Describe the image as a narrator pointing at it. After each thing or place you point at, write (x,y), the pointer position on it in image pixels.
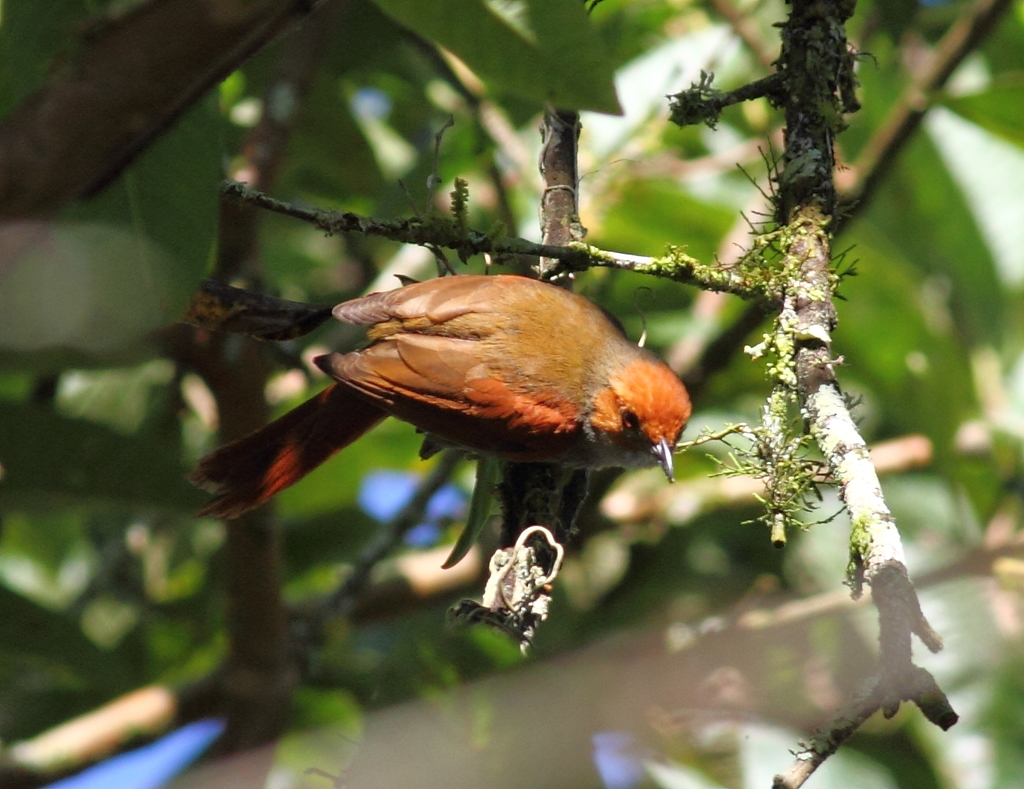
In this image I can see a bird (348,375) on the tree (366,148), the bird (660,436) is in orange and brown color. Background (712,521) the tree (699,517) is in green color and the sky (655,103) is in white color.
